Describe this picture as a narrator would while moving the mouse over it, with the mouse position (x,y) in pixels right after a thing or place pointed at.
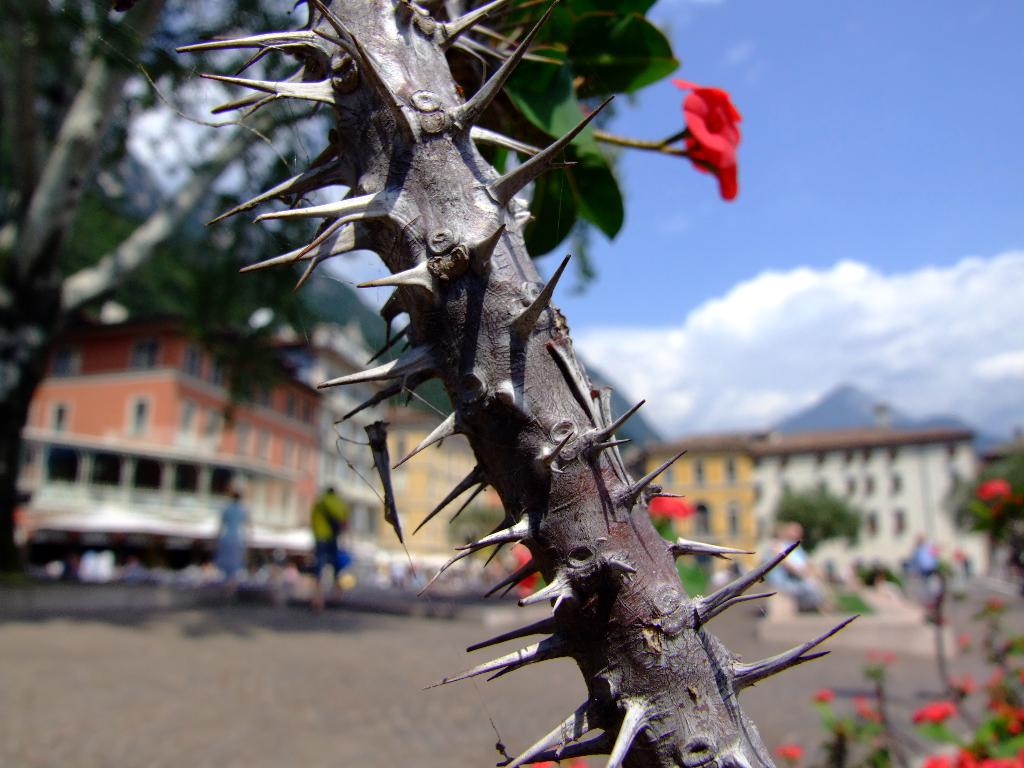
In this image, we can see some plants (941,716) with flowers (957,710). Among them, we can see a thorny stem (406,57). We can see a few people (227,521) and the ground (135,694). There are a few trees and houses (652,452). We can also see the sky (875,372) with clouds (978,280).
